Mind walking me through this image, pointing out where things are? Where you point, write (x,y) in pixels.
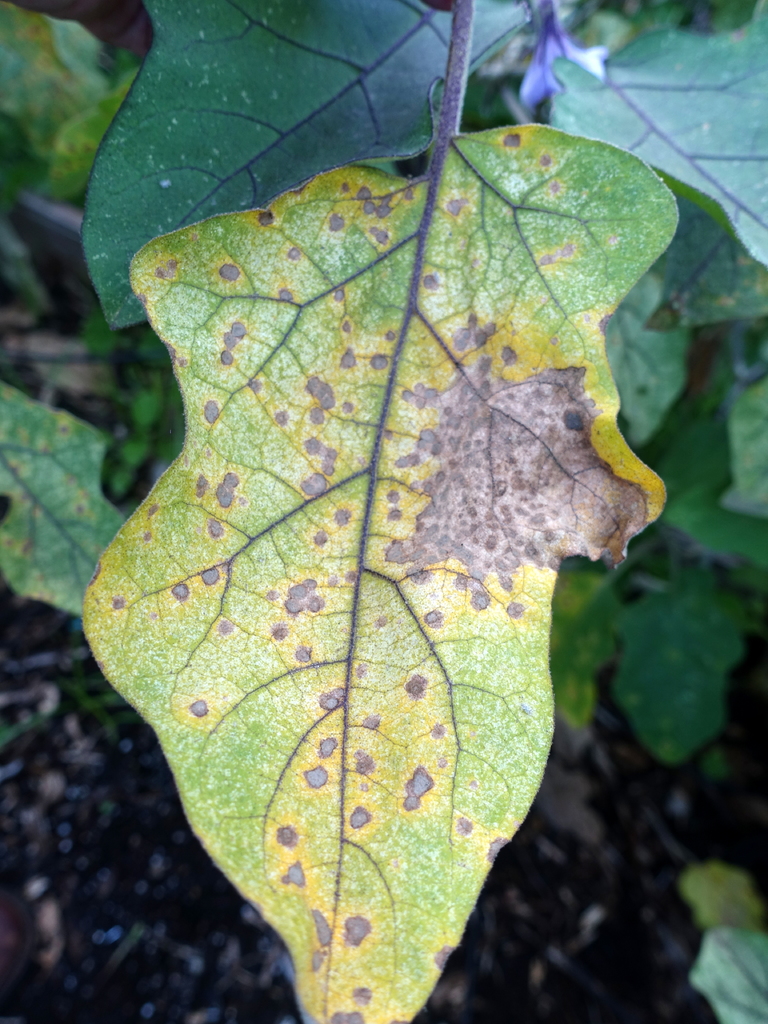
In this image I can see number of green colour leaves (426,386).
